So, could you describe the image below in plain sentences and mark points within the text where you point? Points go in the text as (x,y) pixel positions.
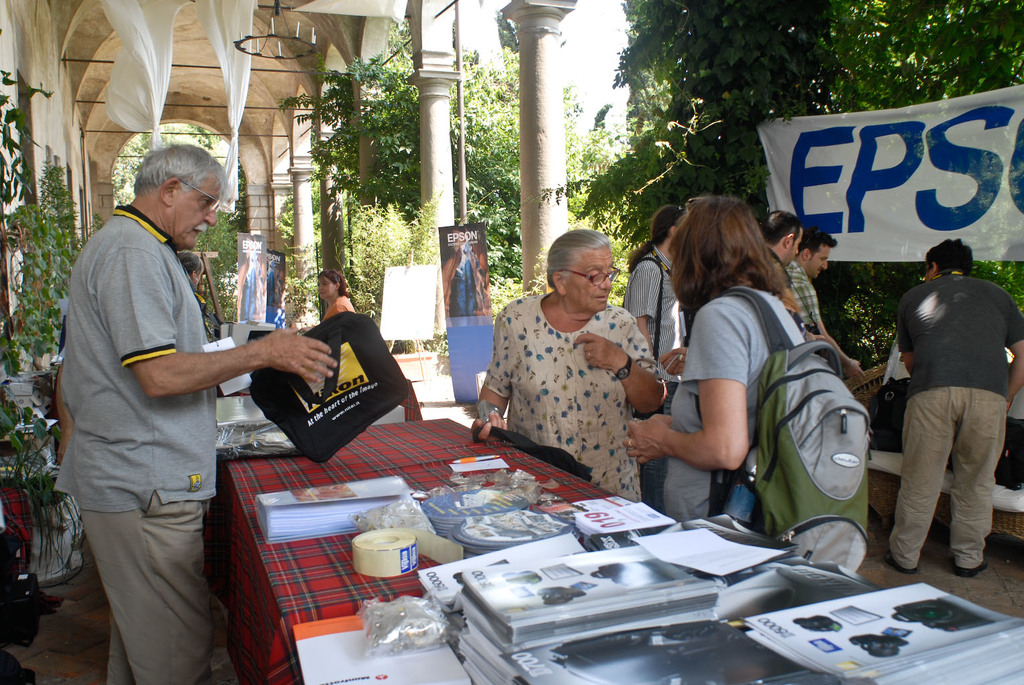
In this image, In the middle (411,441) there is a table (445,452) which is covered by a red cloth (301,546) and there are some people (933,411) standing and in the right side (881,69) there are some green color trees (832,77) and there are some walls (60,58) which are in white color.
